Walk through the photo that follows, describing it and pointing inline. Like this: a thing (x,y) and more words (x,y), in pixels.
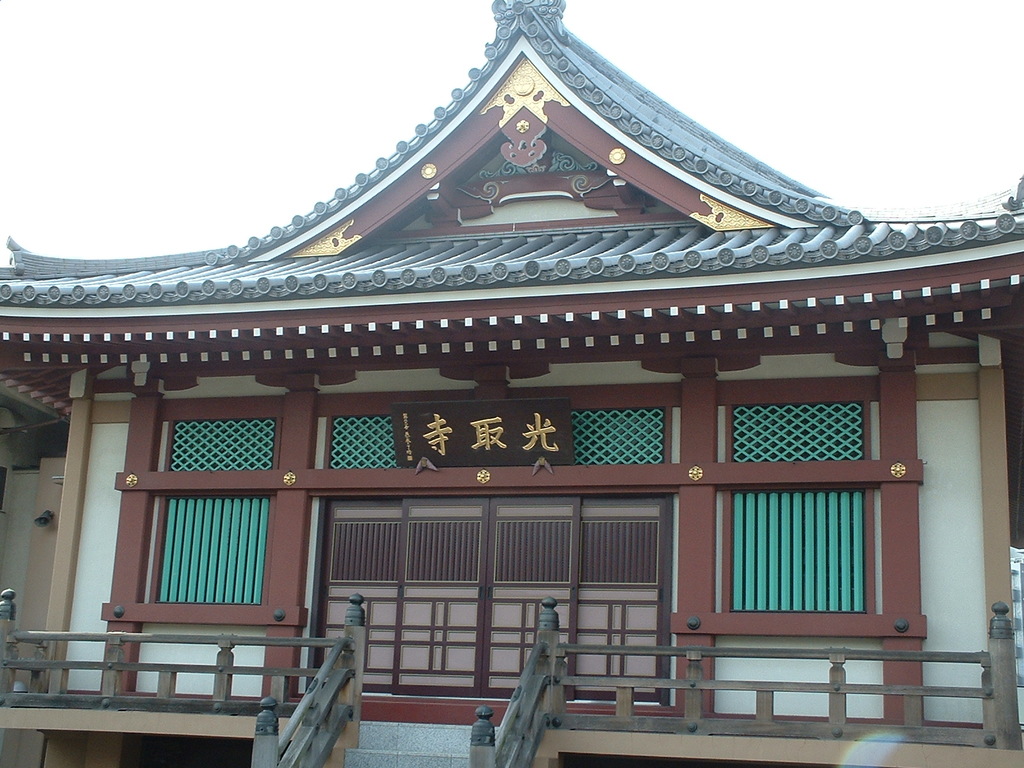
In the center of the image (505,371) there is a building (565,485). In the background (151,130) there is sky (752,123).
